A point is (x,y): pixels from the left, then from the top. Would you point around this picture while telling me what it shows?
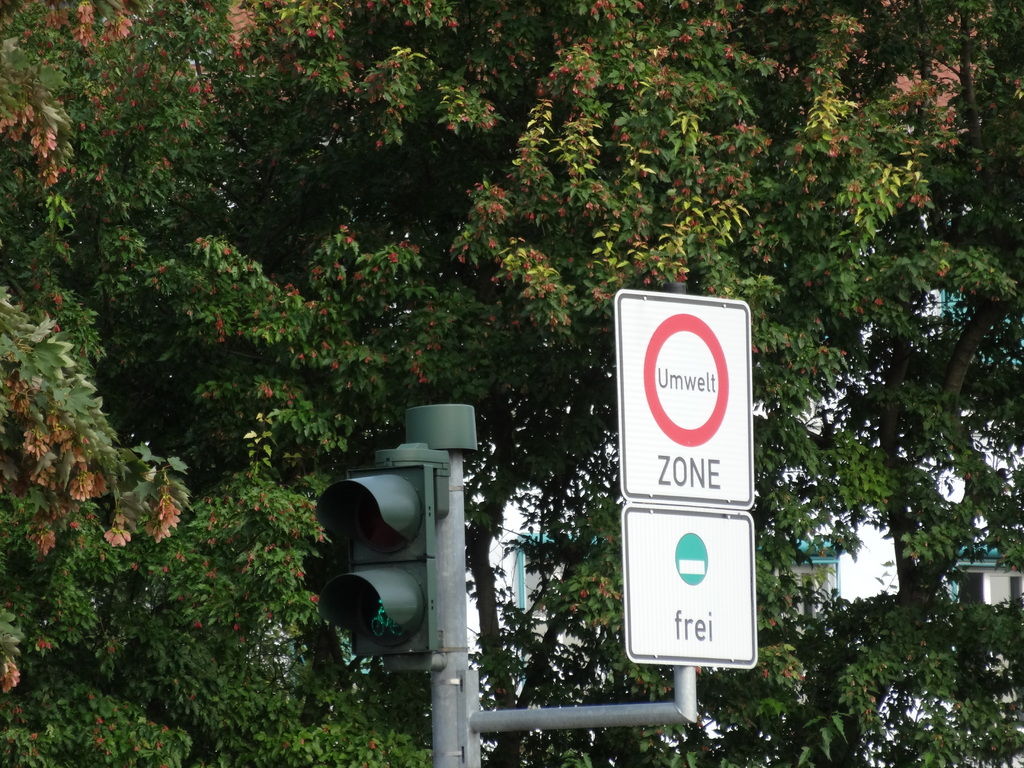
In this image we can see traffic signal (342,590) there are some signage boards (693,323) attached to the traffic pole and in the background of the image (422,187) there are some trees (508,325) and a house (531,588).
